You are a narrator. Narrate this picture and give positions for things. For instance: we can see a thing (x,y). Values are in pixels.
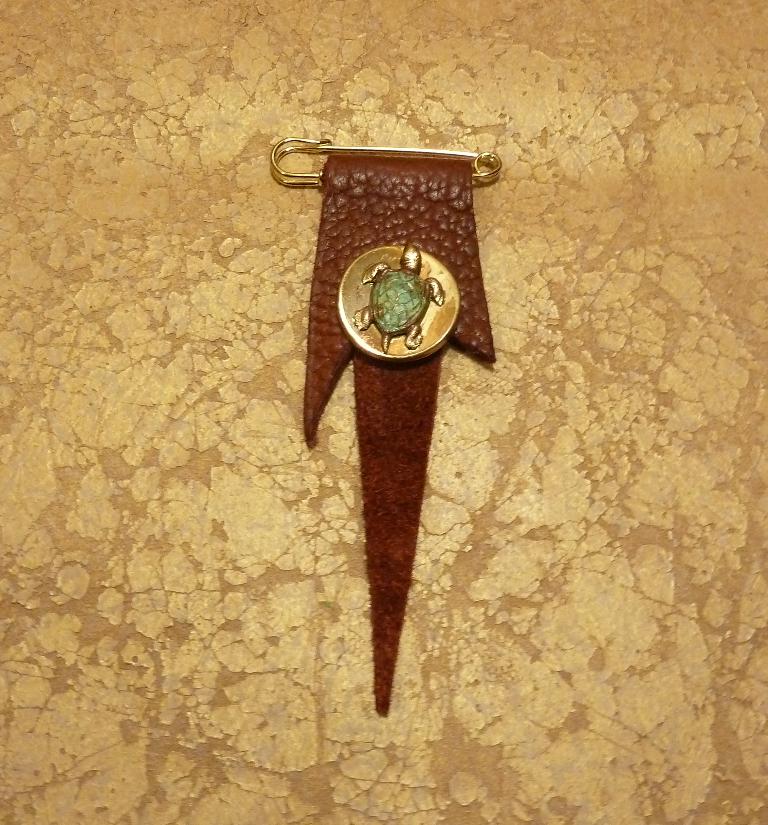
In the picture we can see a cloth (631,450) on it we can see a pin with a badge (427,343) and on it we can see a turtle symbol (401,332).
